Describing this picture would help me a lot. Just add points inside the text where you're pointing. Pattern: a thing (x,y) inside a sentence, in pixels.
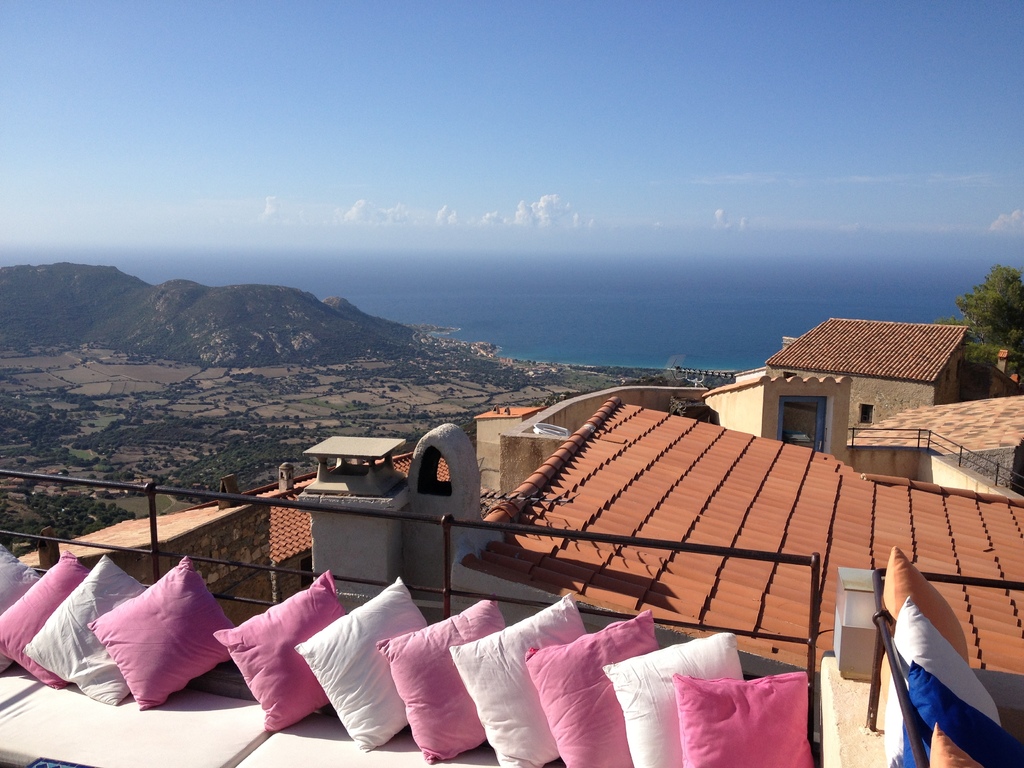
In this image we can see the buildings (992,404). Behind the buildings (248,577) we can see trees (418,351), mountains (365,341) and the water (428,277). At the bottom (514,738) we can see the pillows (441,698). At the top (445,133) we can see the sky (399,133).
